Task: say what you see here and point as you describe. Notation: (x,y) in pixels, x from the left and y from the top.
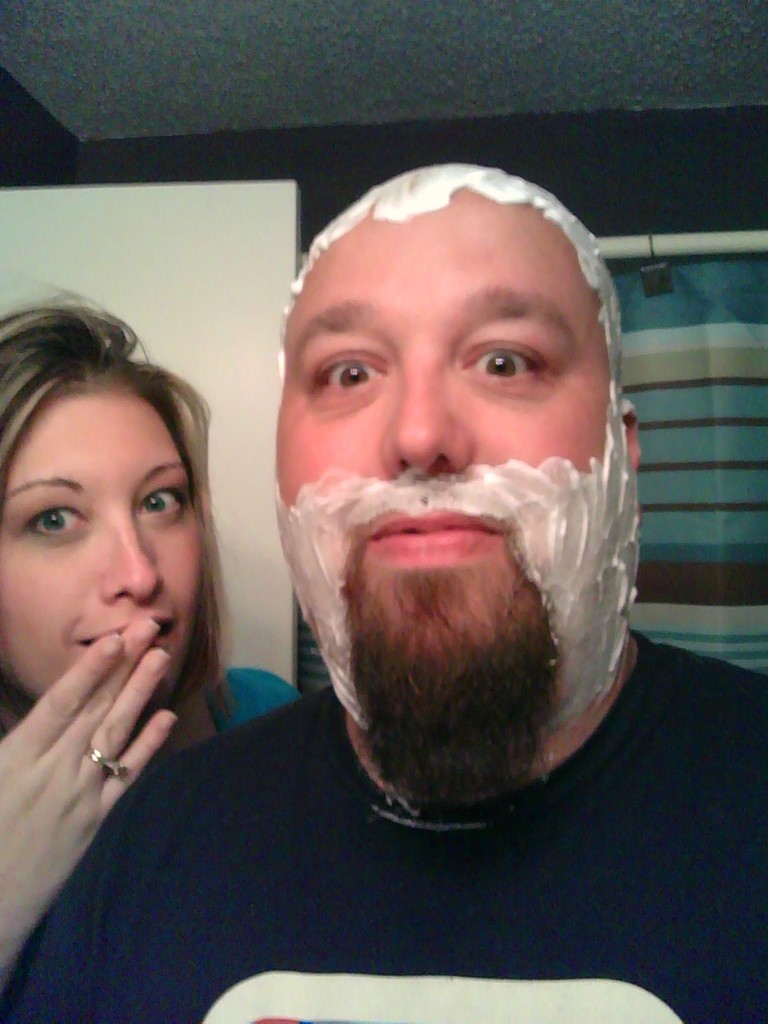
This image is taken indoors. In the middle of the image (435,469) there is a man (595,858) with a beard (404,729) and shaving foam (332,660) on his face (407,570). On the left side of the image (142,450) there is a woman (82,639). In the background (616,195) there is a wall (579,142), a door (242,308) and a curtain (656,369). At the top of the image (258,46) there is a ceiling (392,108).
